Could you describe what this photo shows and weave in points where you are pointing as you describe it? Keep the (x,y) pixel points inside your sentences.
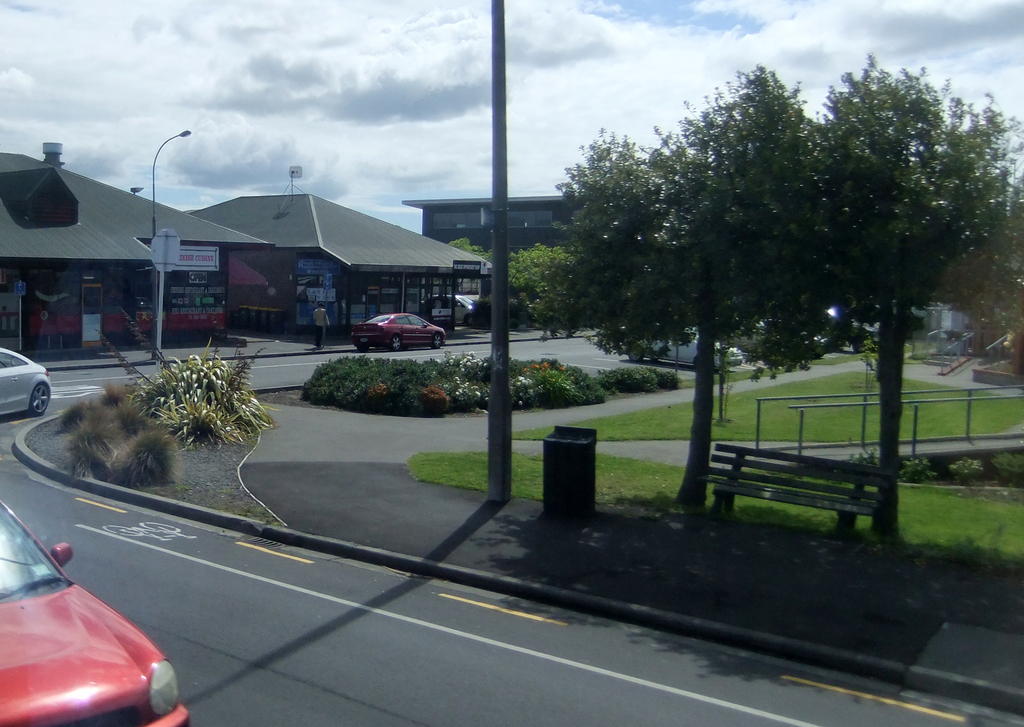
In this image we can see buildings (118,320), street poles (157,330), street lights (157,330), sign boards (191,319), persons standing on the road (127,374), motor vehicles (395,339), bushes (370,407), trash bins (275,328), benches (813,467), walkway bridge (818,451), trees (671,227) and sky (56,88) with clouds (318,71).
